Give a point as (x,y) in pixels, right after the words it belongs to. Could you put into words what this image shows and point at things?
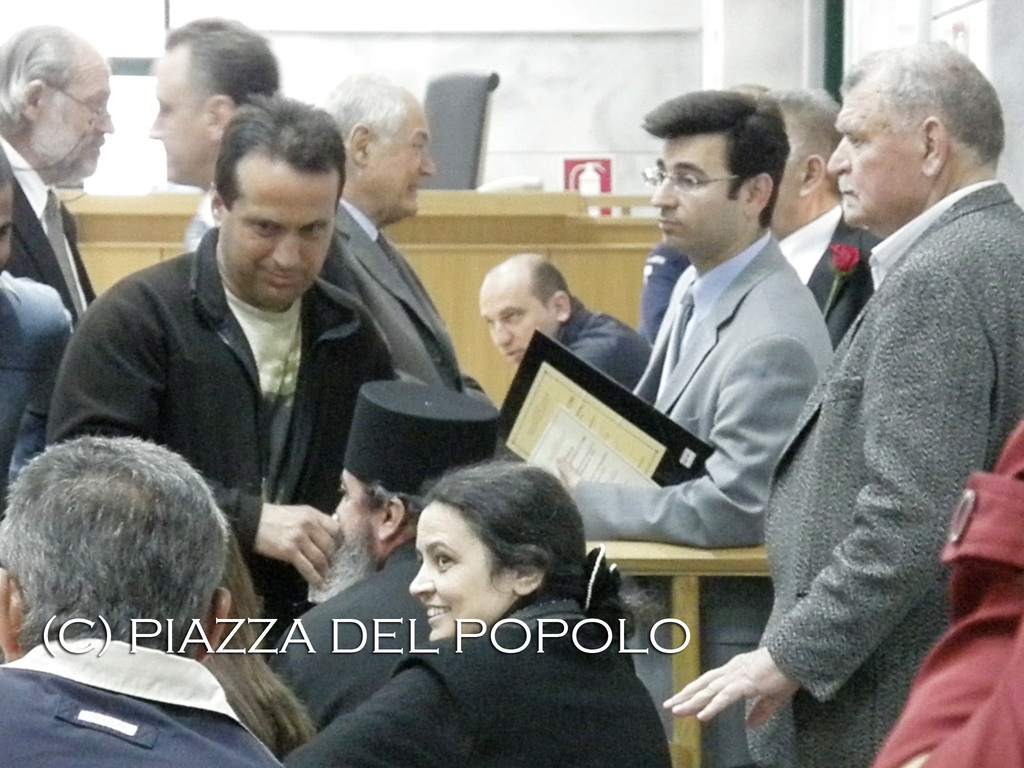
This picture is clicked inside the room (599,496). In the foreground (442,661) we can see the group of persons (320,662) seems to be sitting. In the center (581,343) we can see the group of persons (491,305) seems to be standing and we can a person (739,384) wearing suit (739,384) and holding some objects (558,428). In the background (520,93) we can see the wall (540,89) and we can see the chair (464,119) and some other objects (621,203). In the bottom left corner (312,633) we can see the text (409,643) on the image.
